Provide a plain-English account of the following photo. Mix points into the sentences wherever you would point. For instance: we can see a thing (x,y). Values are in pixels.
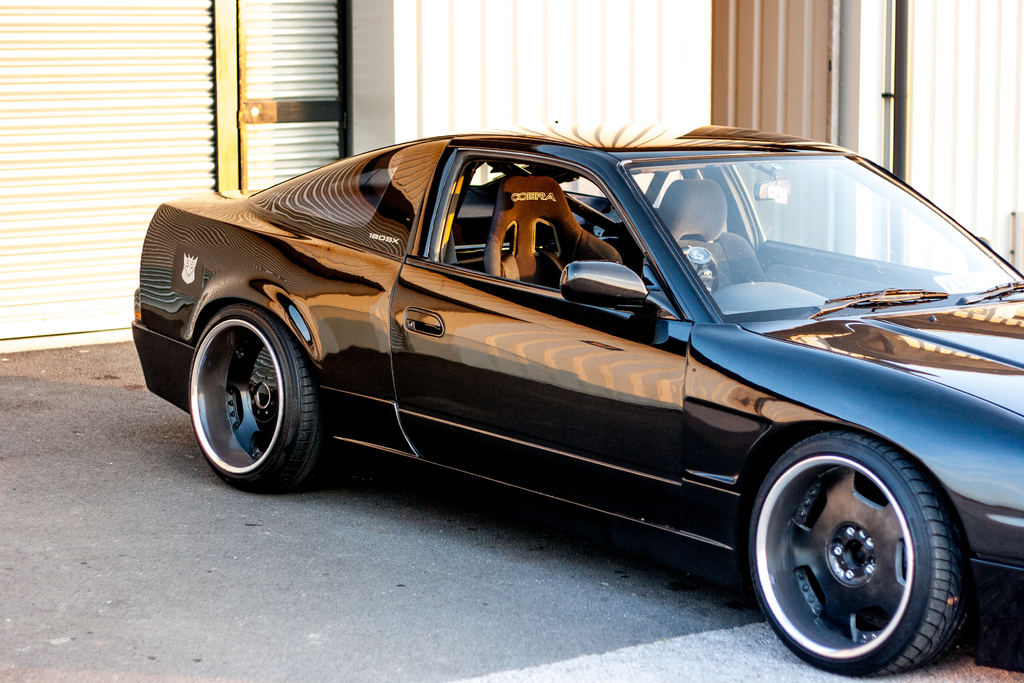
In this image we can see a black color car (961,264) is parked on the road (312,632). In the background (137,95), we can see shutters (89,81) and the wall (721,38).
